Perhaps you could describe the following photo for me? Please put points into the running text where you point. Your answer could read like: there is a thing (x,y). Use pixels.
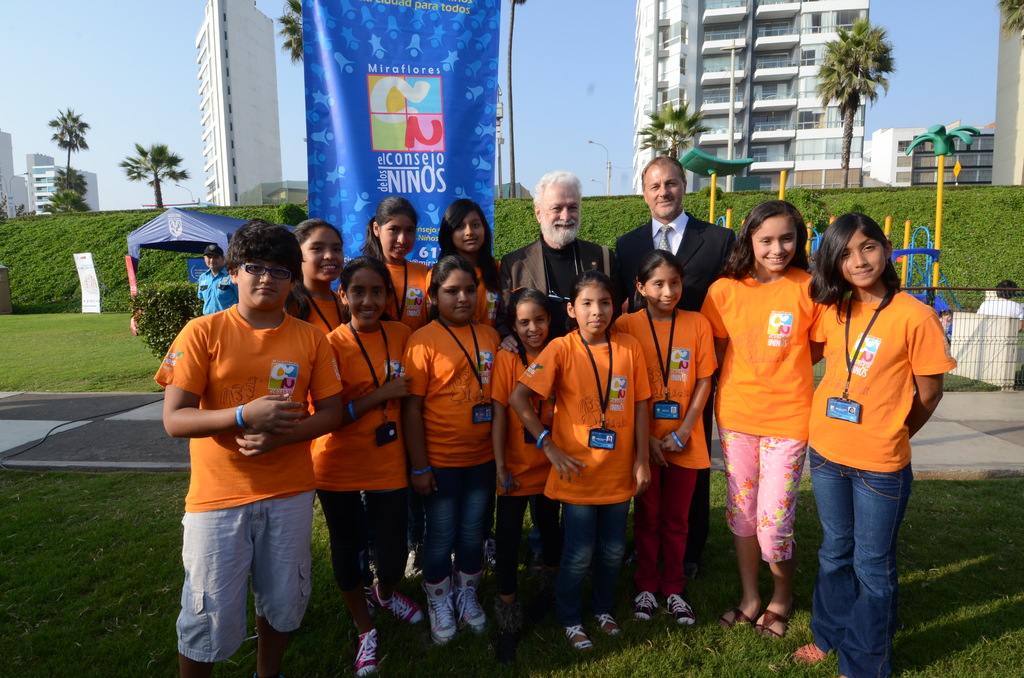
In this picture there are few kids (664,439) wearing orange dress (587,412) are standing on a greenery ground (623,591) and there are two persons (569,271) wearing suits (600,246) are standing with them and there are buildings (736,91) and trees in the background (688,123).
